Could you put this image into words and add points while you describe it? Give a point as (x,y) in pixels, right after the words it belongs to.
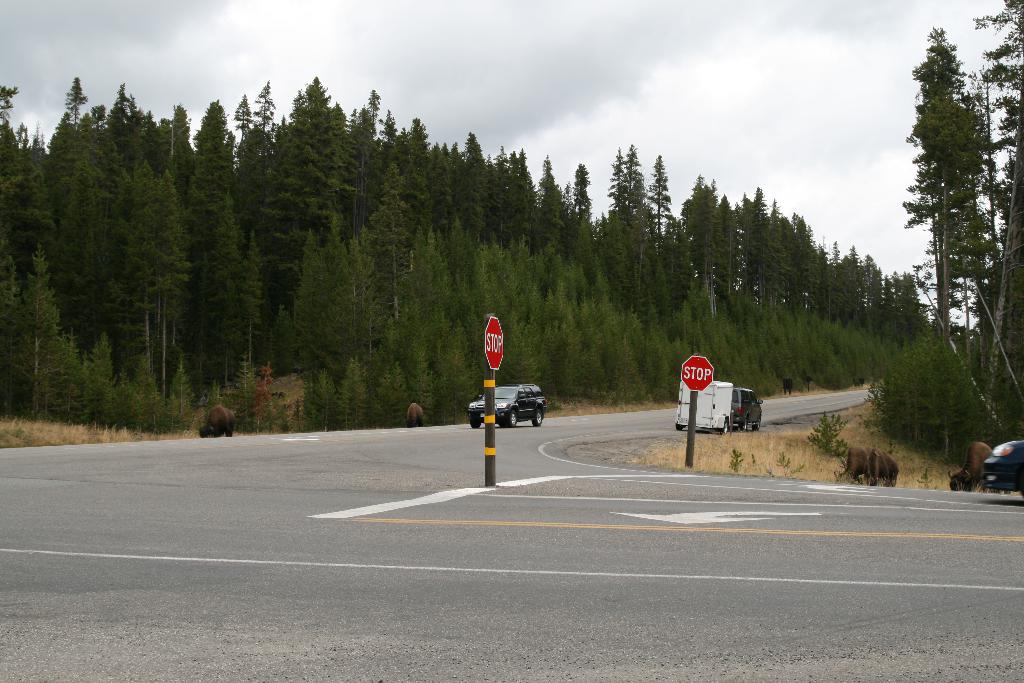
In this image we can see some vehicles (684,399) on the road (306,437), in front of it there are stop boards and in the background (650,393) are trees (266,385) and animals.
